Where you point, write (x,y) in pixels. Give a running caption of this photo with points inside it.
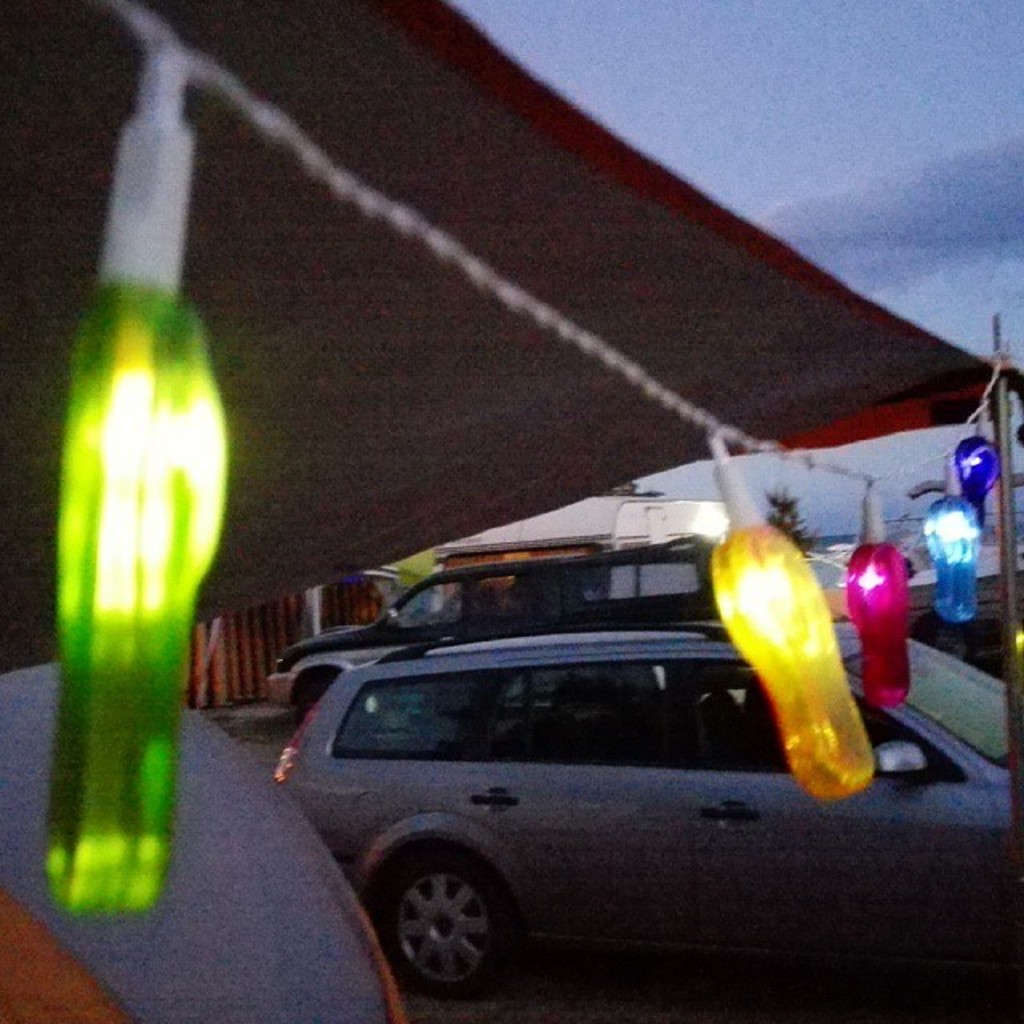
In this picture we can see some cars (504,696) and some lights (112,540) tied to a thread (176,70) to the poles (1007,387) and the lights (158,90) are in pink, green, yellow and blue in color.
